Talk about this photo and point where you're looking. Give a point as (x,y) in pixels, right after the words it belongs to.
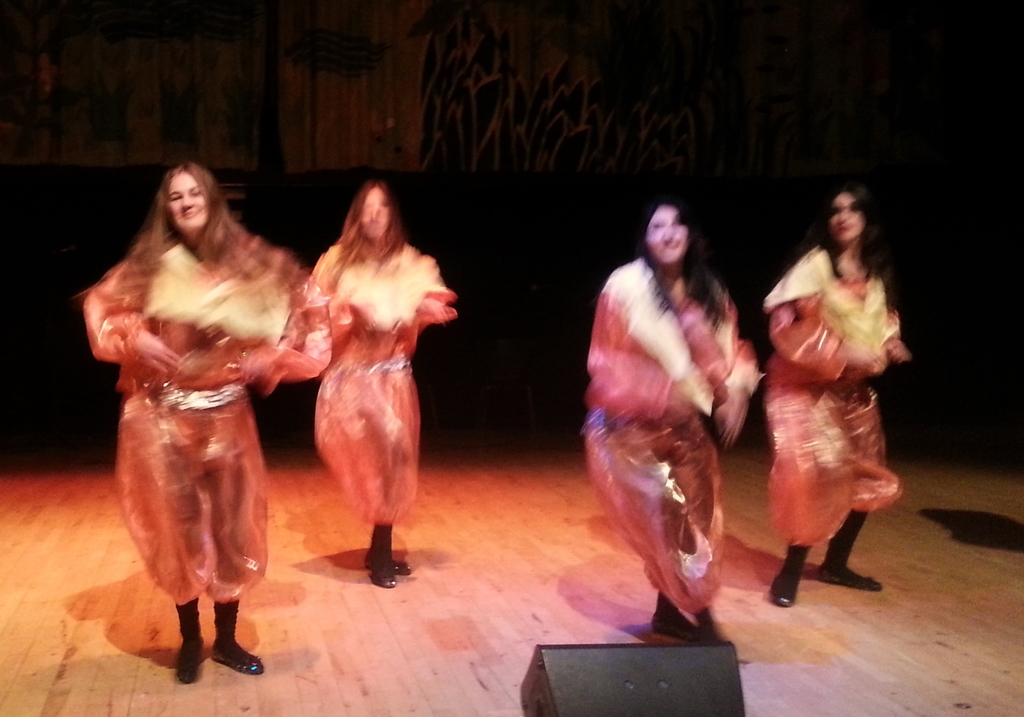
In the image there are four girls (440,323) in shiny costume (643,374) and black shoe (190,659) dancing on the wooden floor (531,634) with a speaker (629,671) in the middle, behind them there is a wall (497,21).
